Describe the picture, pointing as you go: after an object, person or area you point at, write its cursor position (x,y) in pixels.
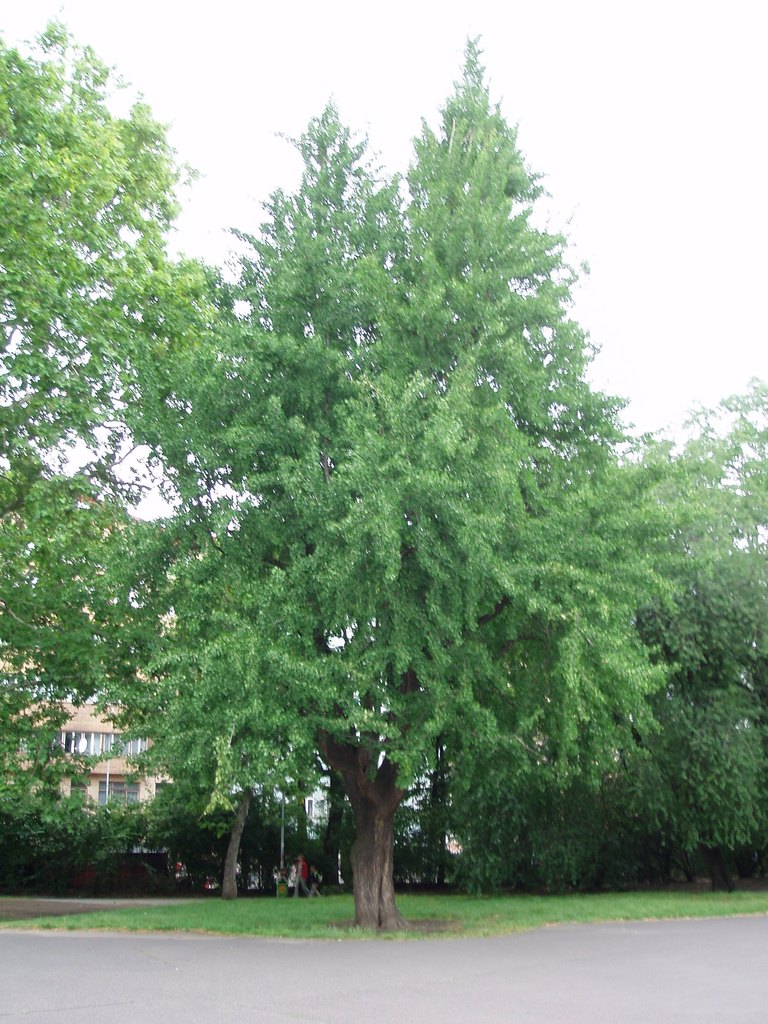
In this image I can see trees (199,730) in green color, background (100,730) I can see a building (89,750) in cream and white color, and the sky (387,119) is in white color.
